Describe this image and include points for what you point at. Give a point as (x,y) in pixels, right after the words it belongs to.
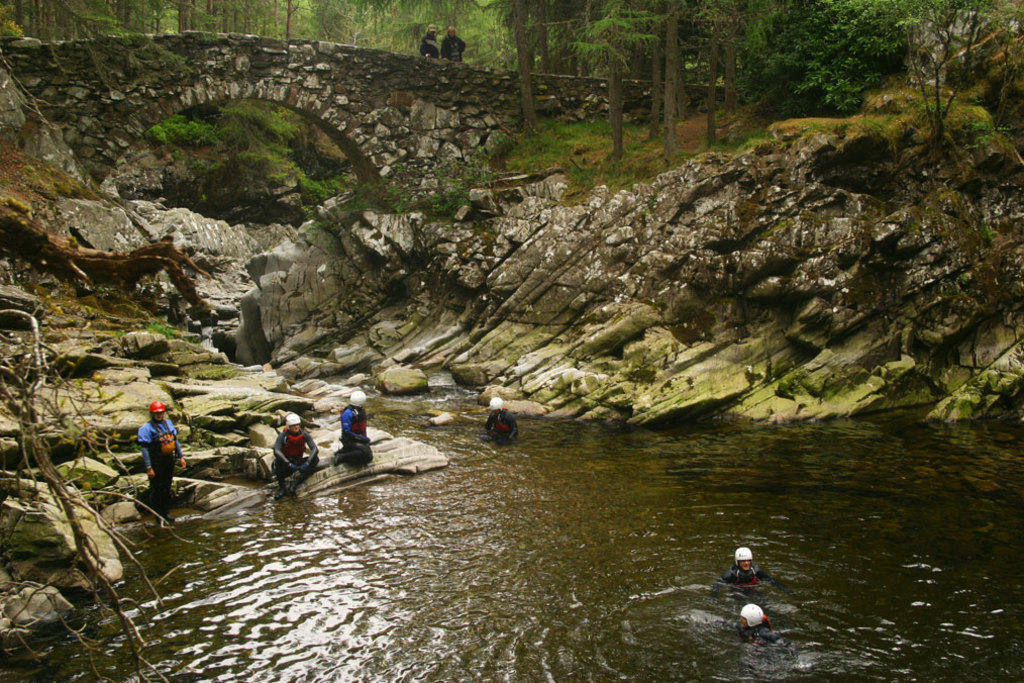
In this image I can see the group of people (307,442). I can few people (732,588) are in the water (616,582) and few people (153,476) are on the rock (228,463). In the background (383,262) I can see the rock (531,245), two more people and many trees (494,58).
